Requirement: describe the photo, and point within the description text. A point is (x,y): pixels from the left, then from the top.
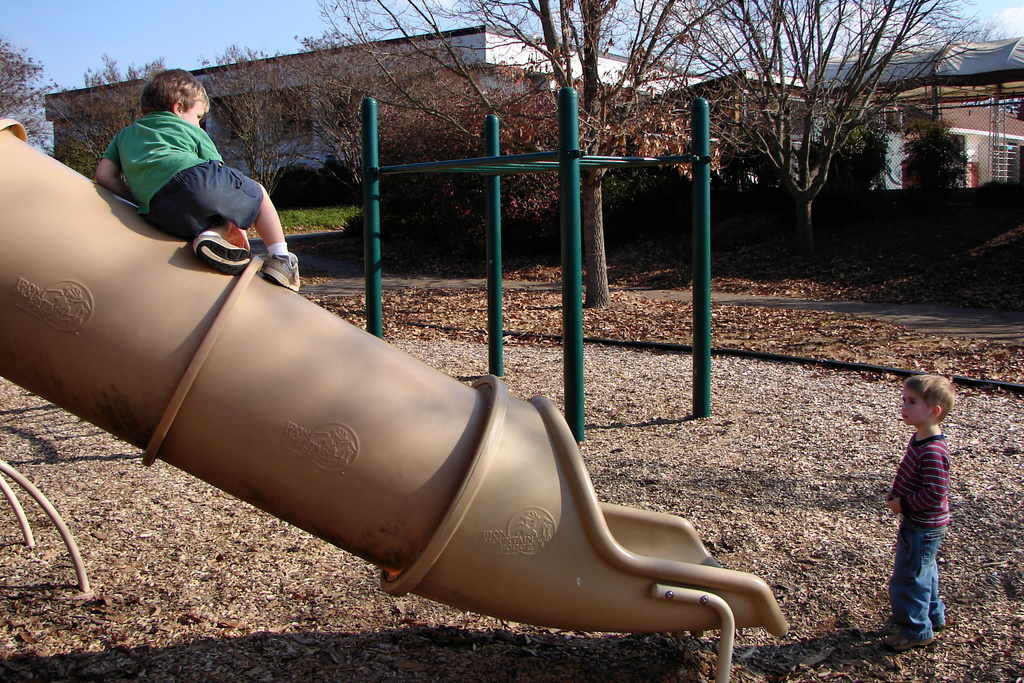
In the image we can see two children (921,508), wearing clothes (179,221) and shoes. This is dry grass (959,597), pole (575,205), trees (591,94), buildings (908,95), grass (328,209), path (942,330) and a pale blue sky (127,54).
